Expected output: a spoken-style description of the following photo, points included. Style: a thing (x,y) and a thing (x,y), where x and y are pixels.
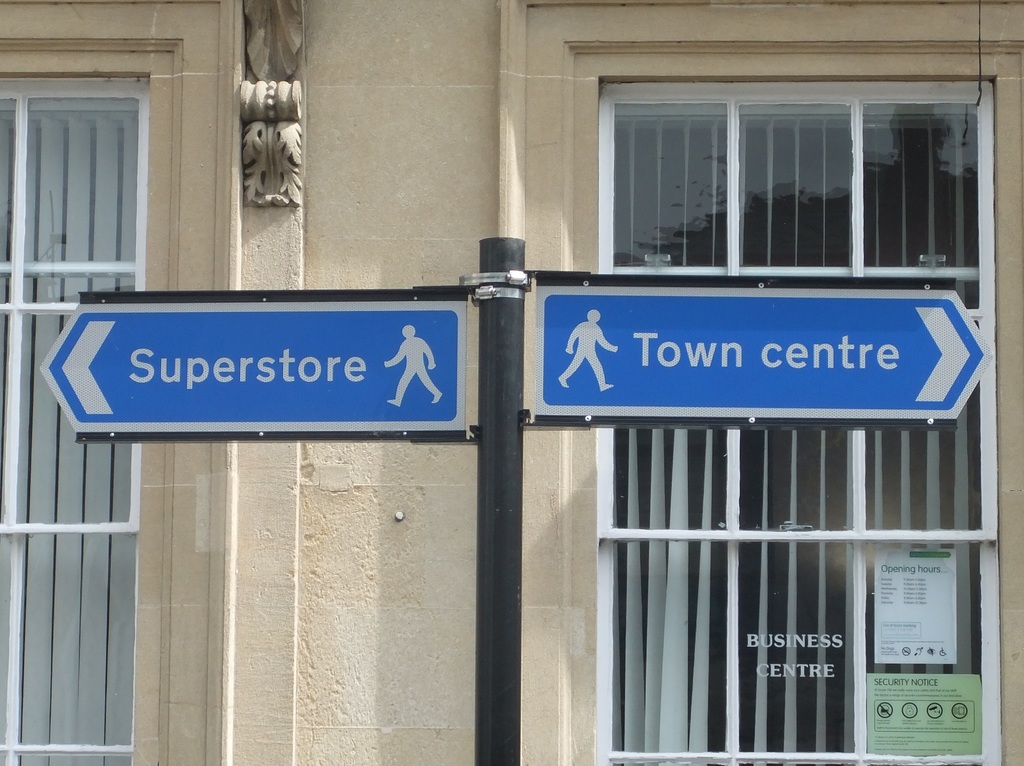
In the center of the image (444,416), we can see sign boards (402,370) to a pole (517,331) and in the background (372,169), there are windows (100,164) and wall (527,165).
